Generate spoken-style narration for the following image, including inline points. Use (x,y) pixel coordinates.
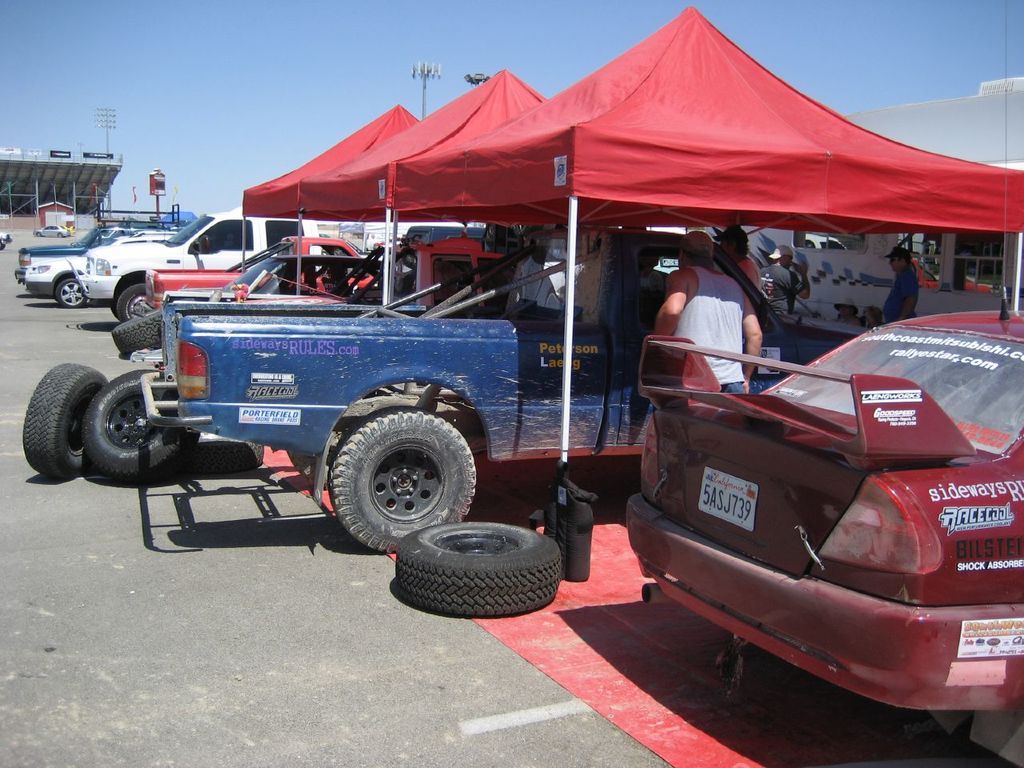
In this image there are vehicles (103,224). There are vehicle tyres (451,538). There are people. We can see red color tents (845,224). There is a red color carpet (737,711). There are street lights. On the left (40,174) background there is a shed (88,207). There is a sky (341,120).
